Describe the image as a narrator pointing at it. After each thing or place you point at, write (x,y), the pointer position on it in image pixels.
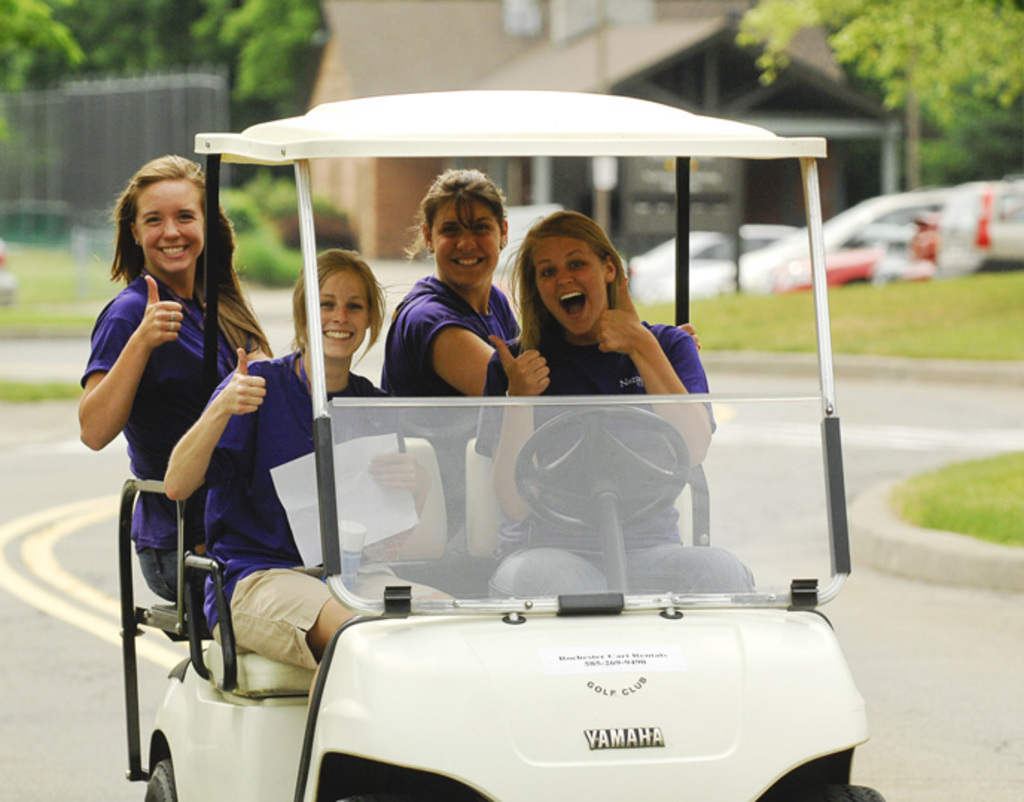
Four women (180,177) are riding an electric vehicle (436,453) on a road (814,434).
